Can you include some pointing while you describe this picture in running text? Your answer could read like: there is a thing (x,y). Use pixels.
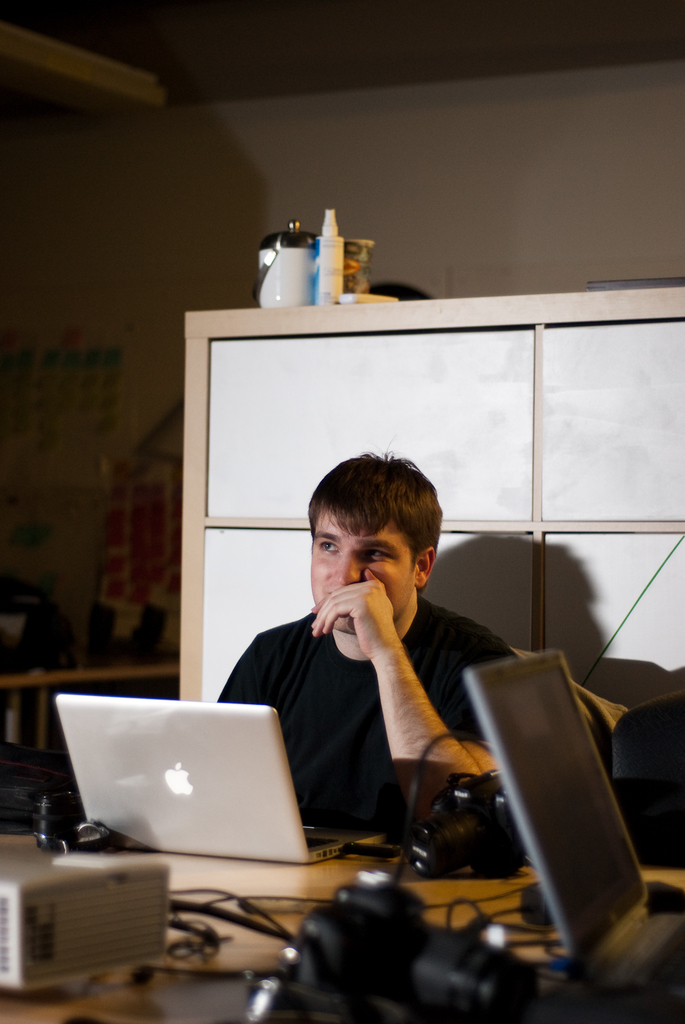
In this image there is a man (336,719) wearing a black t shirt (321,704) sitting besides a table (349,872). On the table (328,893) there are laptops (213,830), wire (321,900) and cameras (435,843). In the background (427,360) there is a cupboard (341,360), wall (424,197) and a table (55,670). On the cupboard (420,357) there is a jar (288,274), a bottle (330,263) and a container (348,277) etc.
